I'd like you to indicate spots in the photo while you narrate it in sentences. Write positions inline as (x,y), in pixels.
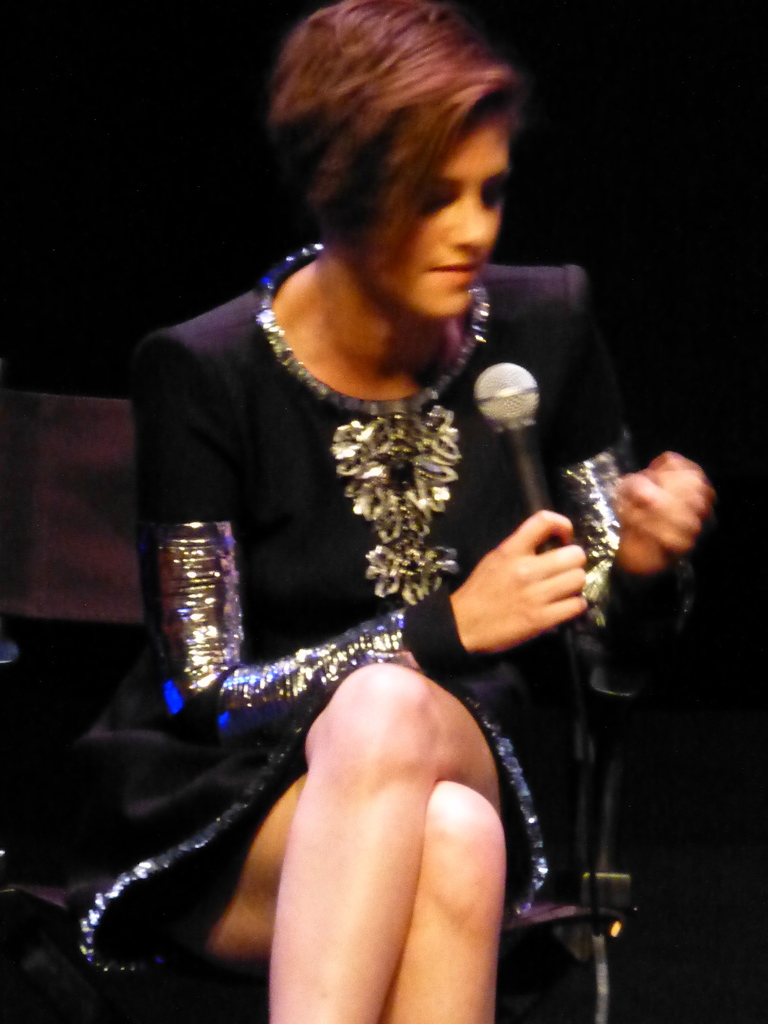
In this image I can see a woman (368,470) is sitting on the chair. She is wearing black and silver dress (277,550). She is holding a mic (522,388). Background (662,287) is in black color.
